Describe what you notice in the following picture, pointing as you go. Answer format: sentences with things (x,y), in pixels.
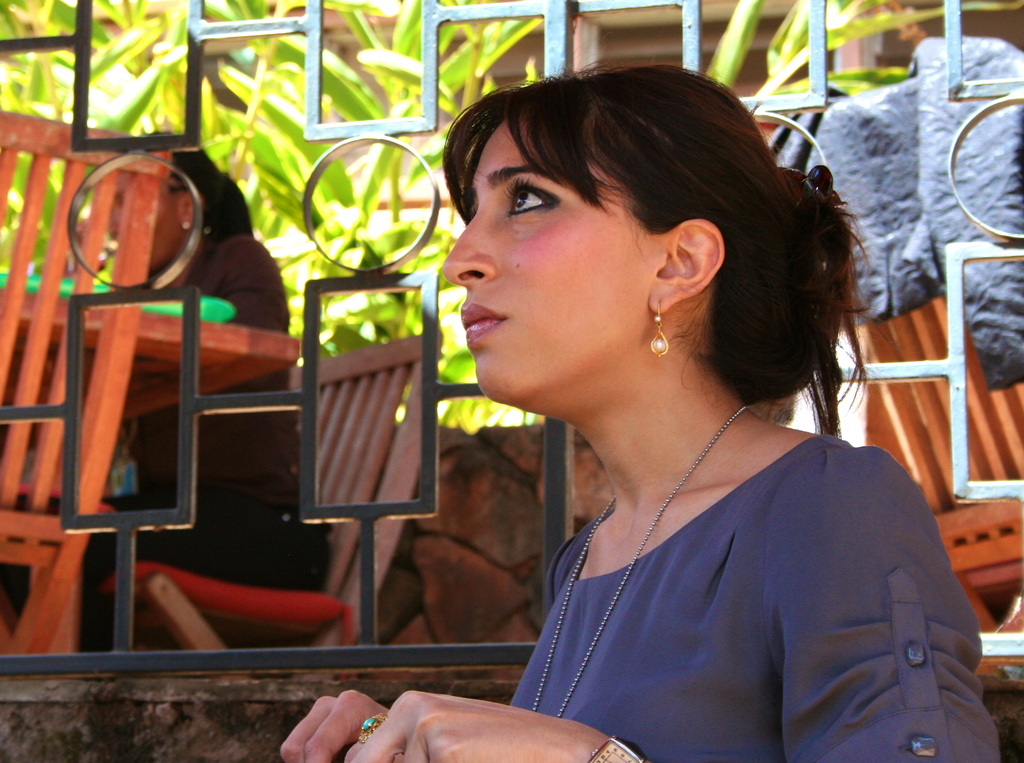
There is a woman (827,758) staring at something behind her there is an iron grill (301,27).
